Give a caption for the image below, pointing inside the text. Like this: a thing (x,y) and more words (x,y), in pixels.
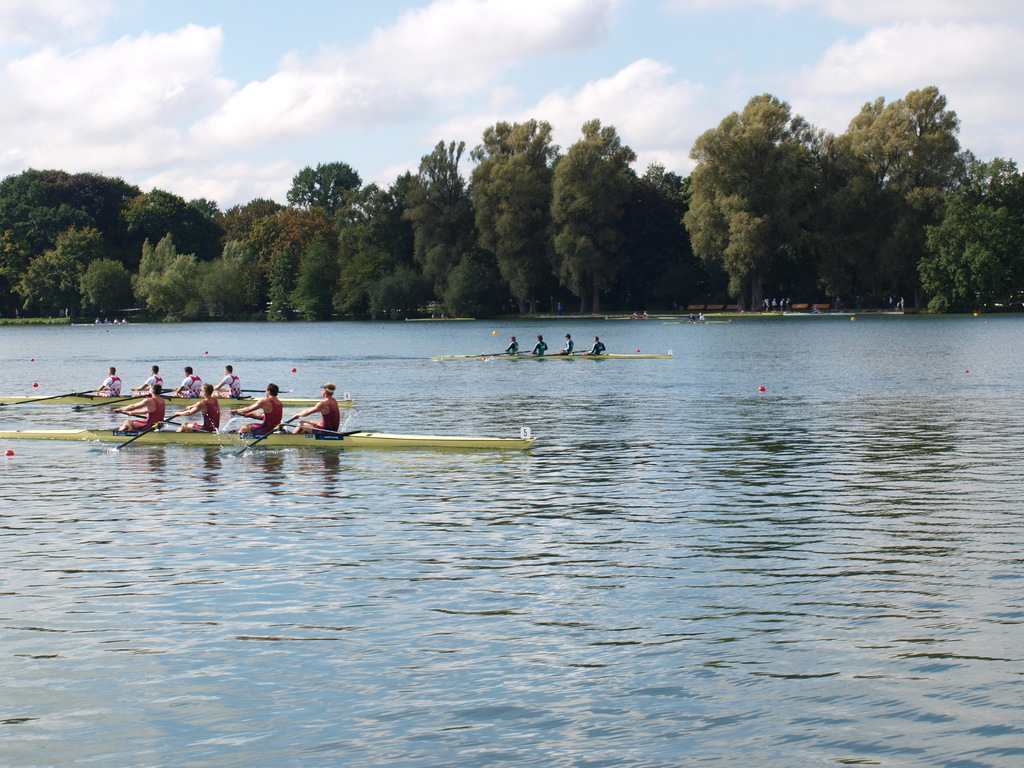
In this image there is water (492,527) and we can see boats (189,433) on the water (483,405). There are people (188,392) sitting in the boats (550,355). In the background (205,240) there are trees (199,226) and sky (438,124).
